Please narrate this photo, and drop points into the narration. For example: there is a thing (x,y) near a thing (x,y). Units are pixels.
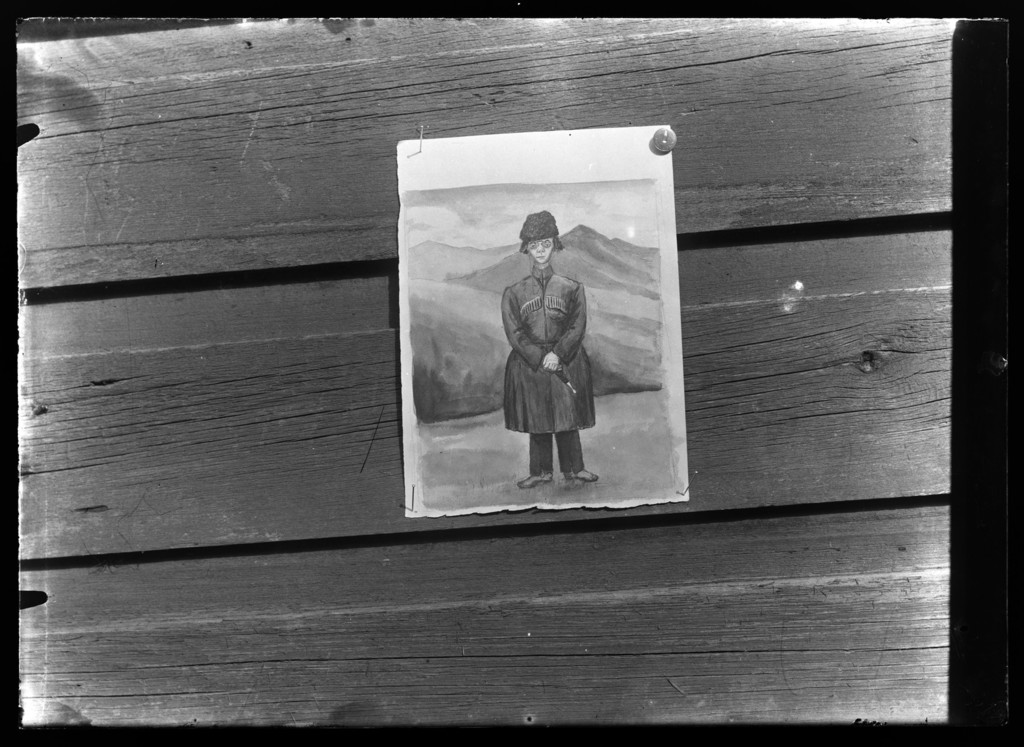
In the picture I can see a paper (532,276) which has a painting (524,294) of a person (543,342) on it is attached to the wooden wall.
